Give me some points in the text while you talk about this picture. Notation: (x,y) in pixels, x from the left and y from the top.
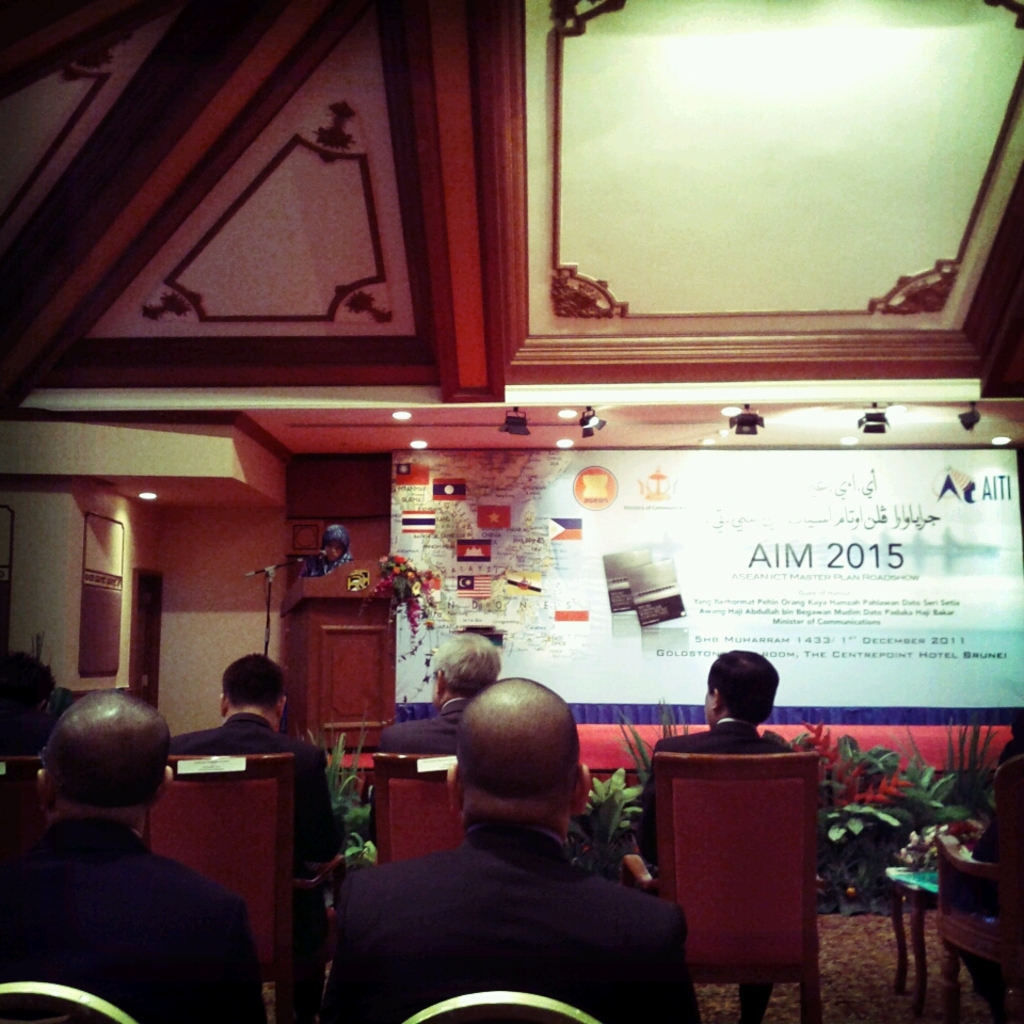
Here in this picture we can see number of people (190,966) sitting on chairs (225,874), which are present on the floor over there and in front of them we can see plants (584,841) present and we can see a stage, on which we can see a person (327,562) speaking something in the microphone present in front of her on the speech desk (287,603) present over there and behind her we can see a banner (539,459) present and we can see lights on the roof (1002,416) over there.
